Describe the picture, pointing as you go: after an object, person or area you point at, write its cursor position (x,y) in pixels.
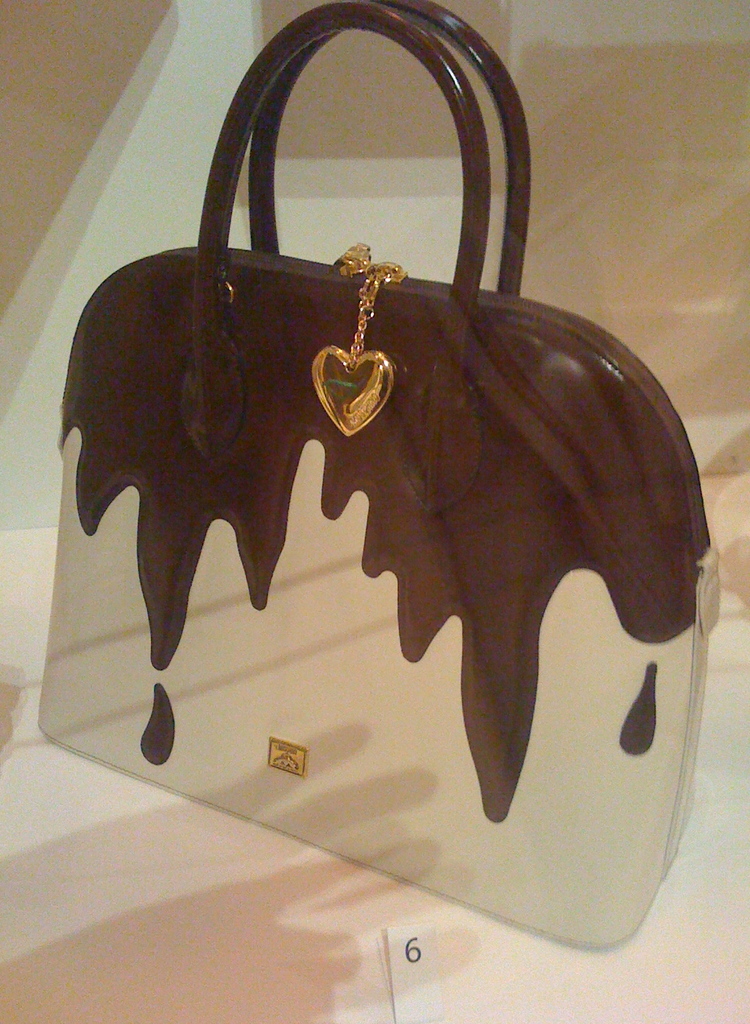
In this picture there is a hand bag (375,532) and a locket (344,403) attached to it, which is kept on a stand (214,868).
